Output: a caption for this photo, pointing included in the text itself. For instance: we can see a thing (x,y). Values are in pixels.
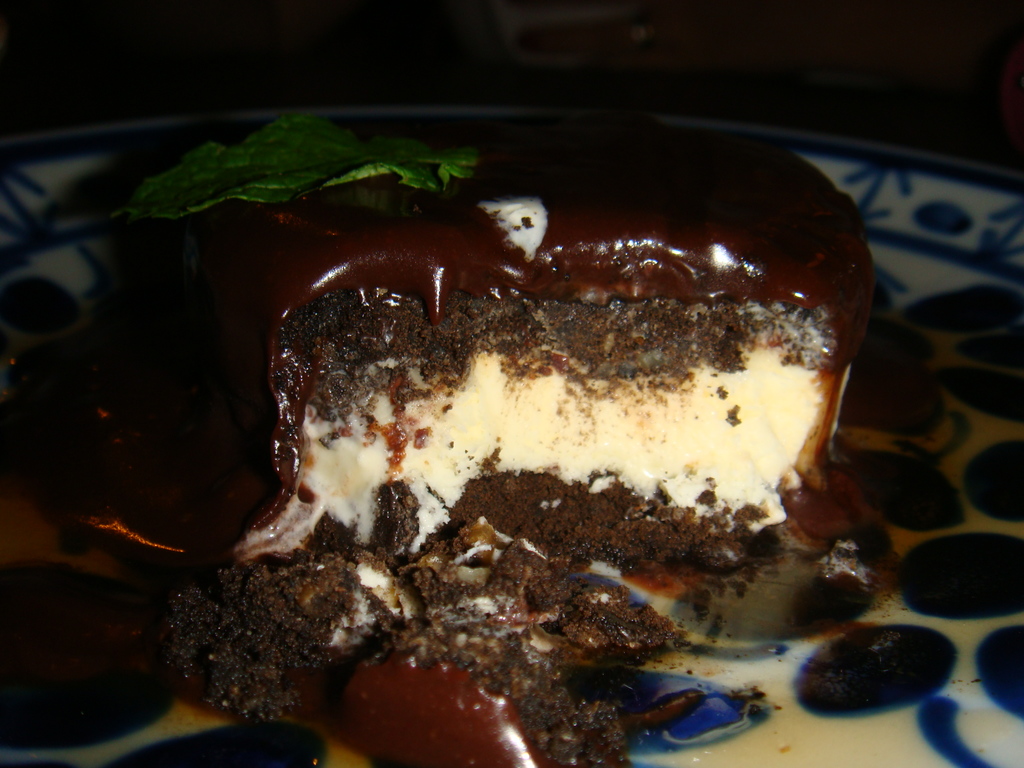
In this image, we can see a leaf (331,156) on the cake (401,223) which is on the plate (795,649).
